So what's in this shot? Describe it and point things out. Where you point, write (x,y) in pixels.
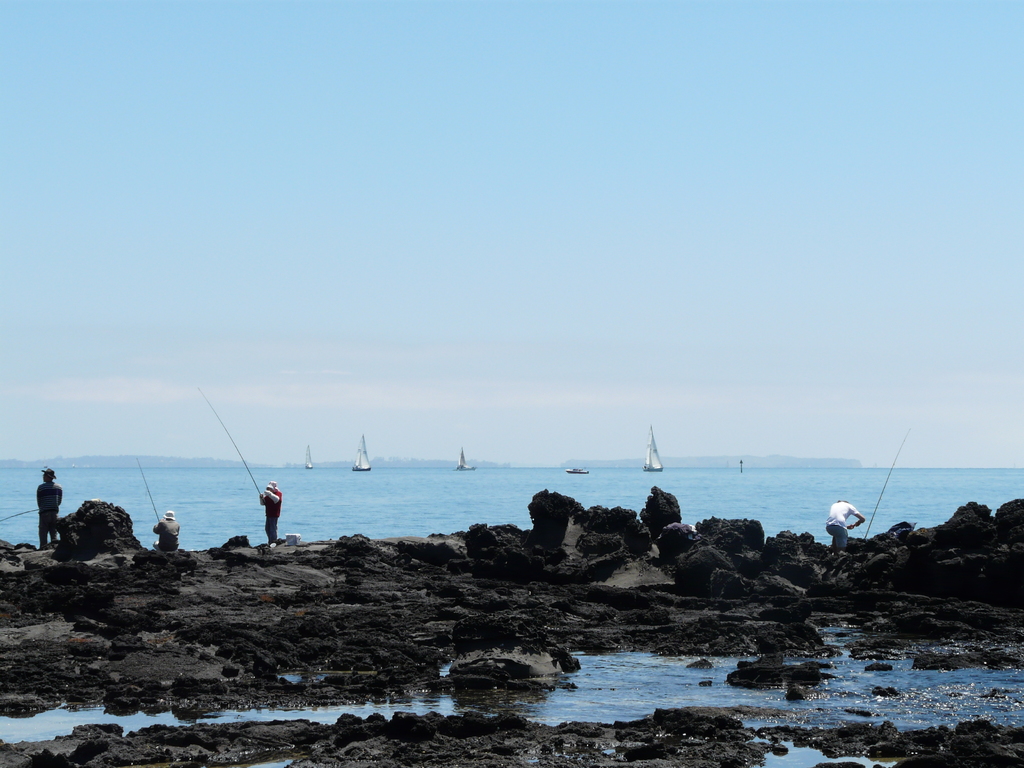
In this picture we can see some people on the left side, at the bottom (523,607) there is rocks (546,661), in the background (409,498) there is water (456,501), we can see some boats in the water (455,471), there is the sky (537,442) at the top of the picture (489,153).
